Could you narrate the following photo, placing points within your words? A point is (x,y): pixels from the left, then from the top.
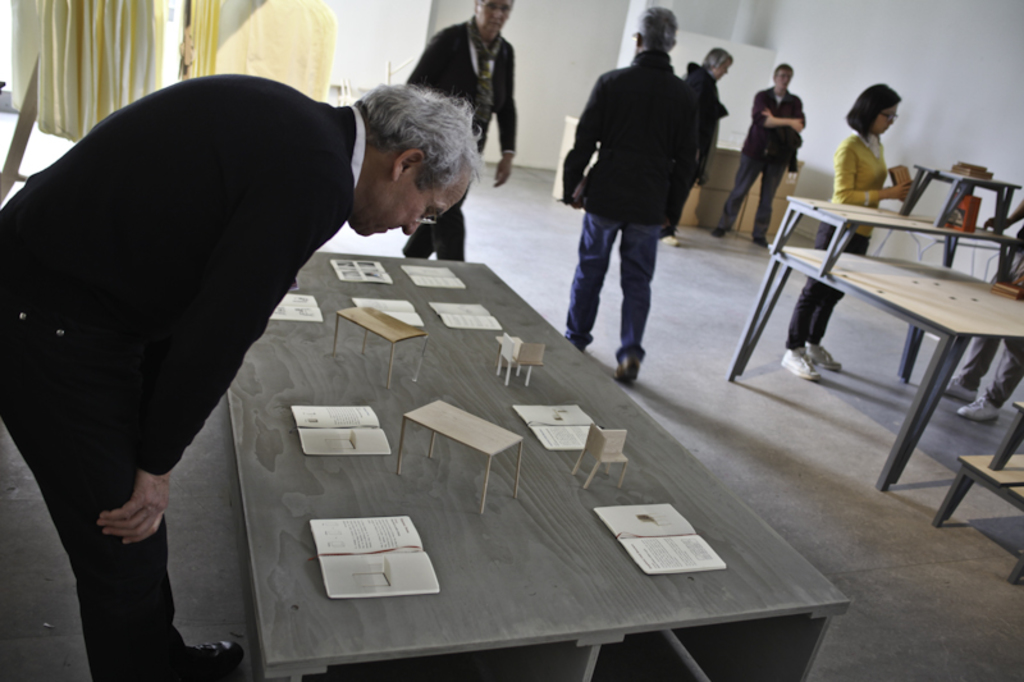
This picture describes about group of people (839,145) they are all standing in front of them we can see some objects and books (382,522) on the table (430,491), and also we can see curtains (133,46).
